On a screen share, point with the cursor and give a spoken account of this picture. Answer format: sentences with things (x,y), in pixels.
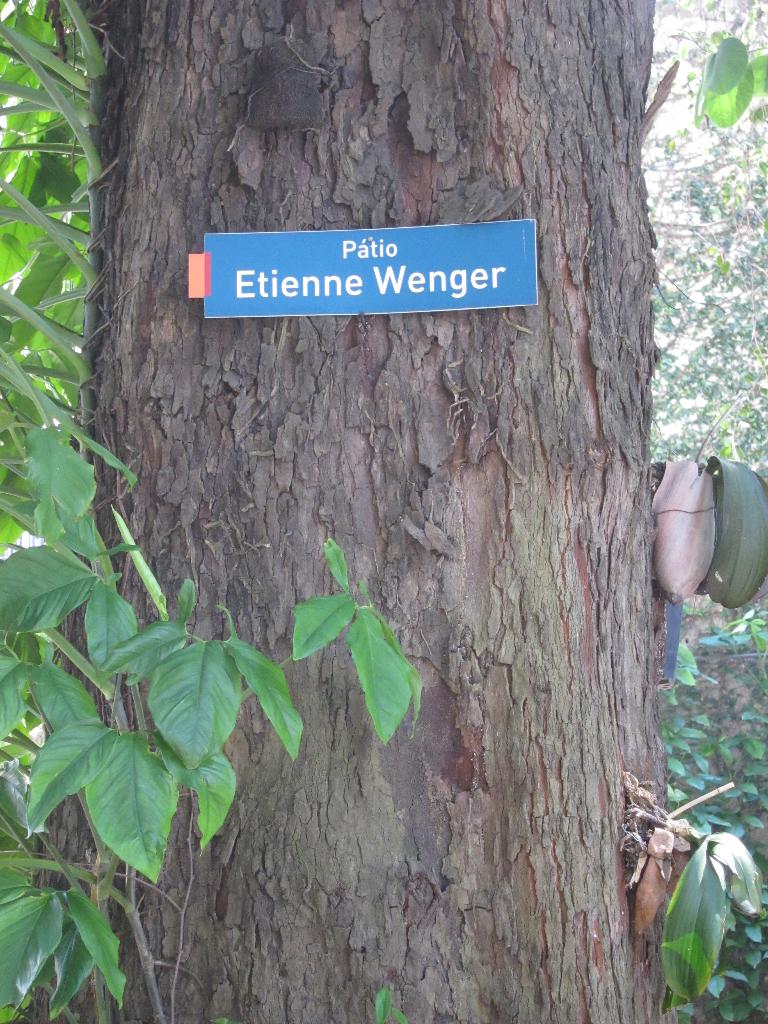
In the middle of the picture (501,555), we see the stem (468,681) of the tree (335,847) on which a blue color board (340,271) with some text (495,289) written on it is pasted. In the background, there are trees (756,791).
